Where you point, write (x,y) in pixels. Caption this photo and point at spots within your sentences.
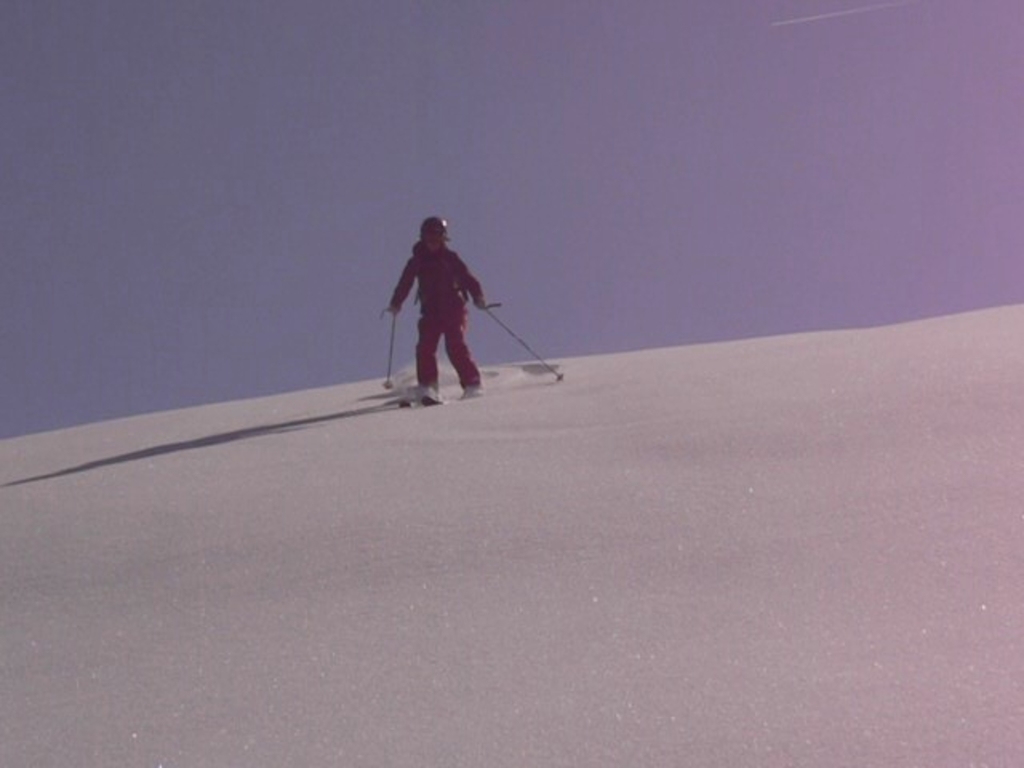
In this image we can see a person (478,299) is skating on the surface snow (478,533) and he is wearing red color dress (433,314) with helmet (428,229).
